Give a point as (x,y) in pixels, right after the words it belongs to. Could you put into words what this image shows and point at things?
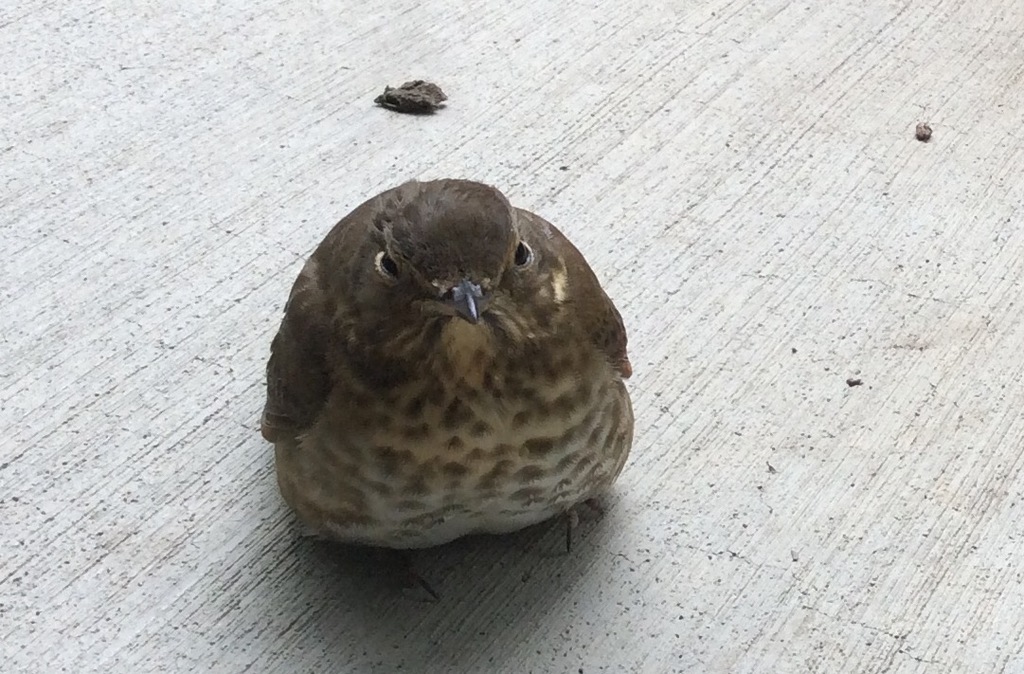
In the center of the image (447,272) we can see bird (453,536) on the floor (661,600).
